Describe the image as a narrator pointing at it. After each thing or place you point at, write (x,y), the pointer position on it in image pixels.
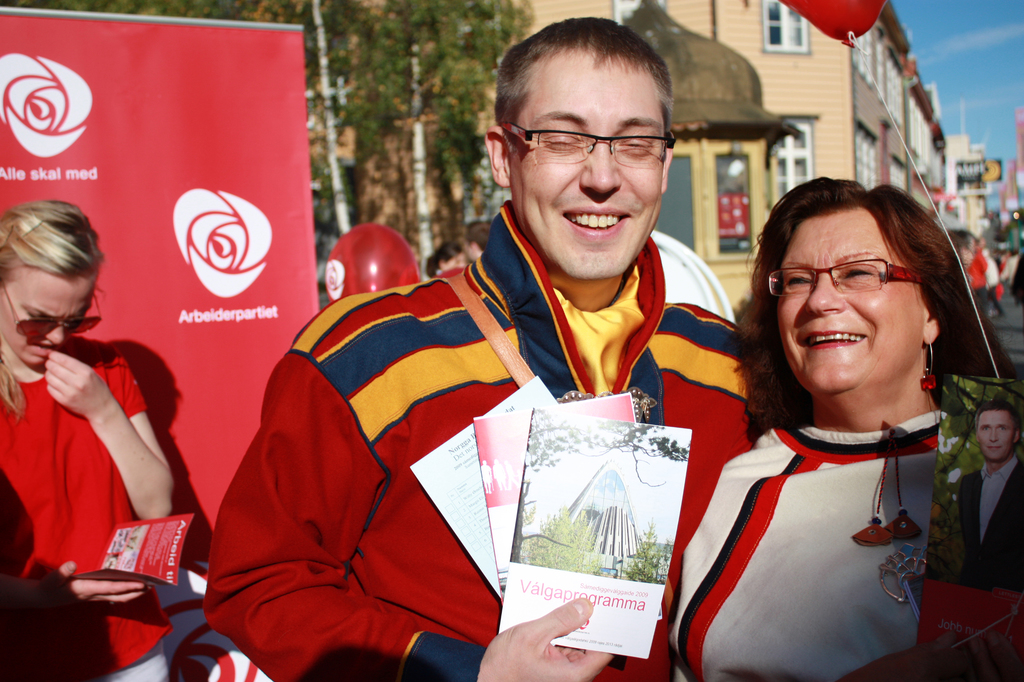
In this image there is a man (491,663) standing in the middle (515,424) by holding the cards (573,521) with one hand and keeping his other hand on the woman (820,486) who is beside him. In the background (183,216) there is a banner (155,207). In front of the banner (158,218) there is a girl (69,396) who is seeing the card (107,564) by keeping her hand (89,402) in the mouth (34,348). In the background (334,66) there are buildings (734,110) and trees (388,65). On the right side (985,255) top there are few people (998,252) walking on the road (1002,335). At the top (994,185) there is the sky (983,55). There is a balloon (831,23) at the top (850,15). On the right side (975,450) there is a picture of a man (965,483).
